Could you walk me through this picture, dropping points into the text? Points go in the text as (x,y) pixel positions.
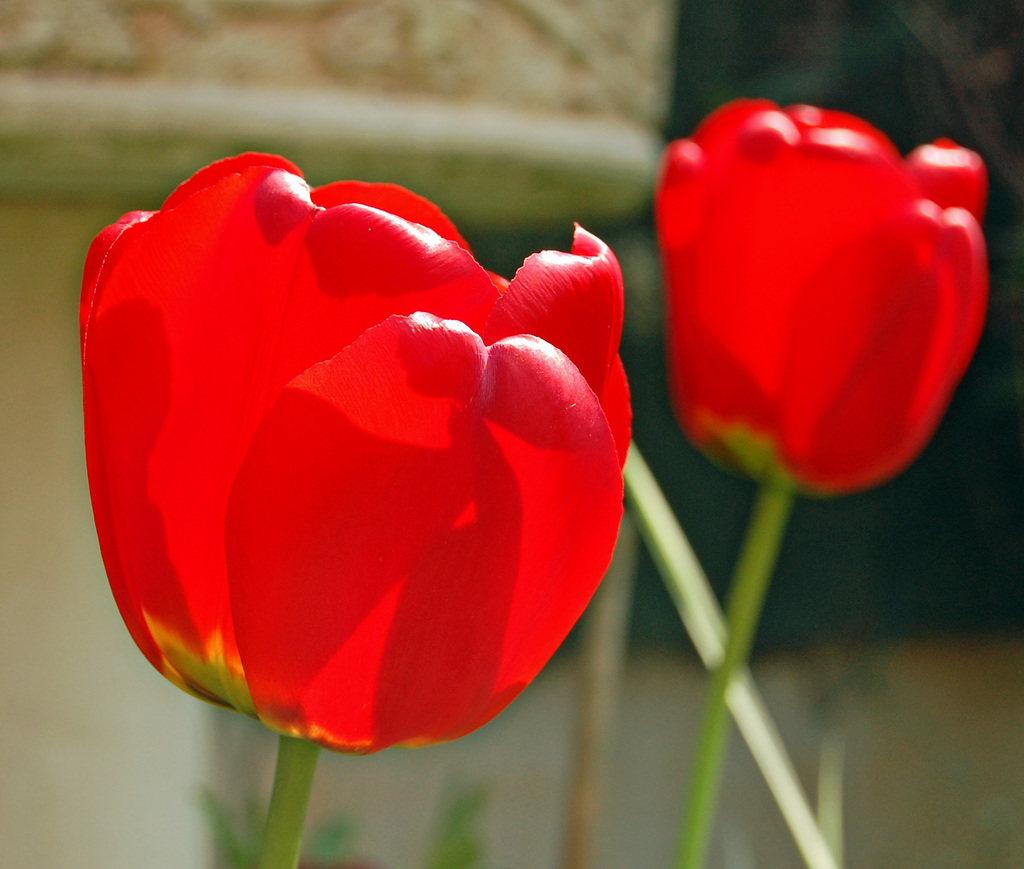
In this picture we can see red flowers (868,353), stems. Background portion of the picture is blurry and we can see green leaves (457,833).
